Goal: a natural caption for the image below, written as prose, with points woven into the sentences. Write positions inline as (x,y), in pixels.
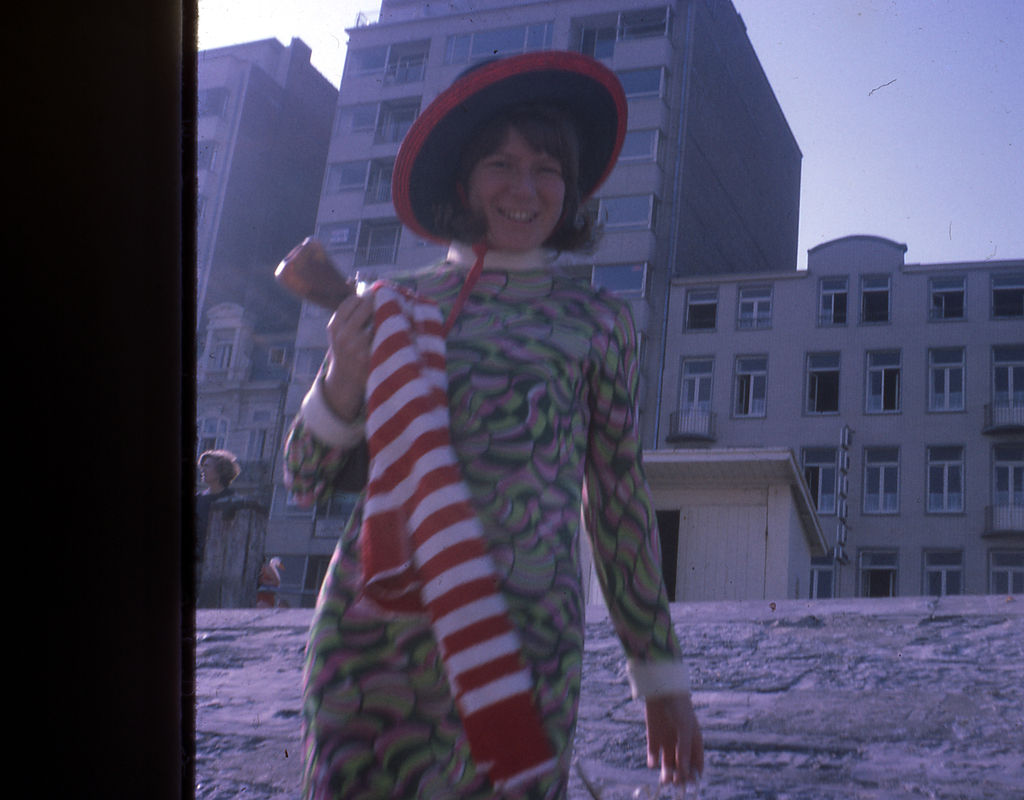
In this picture there is a woman (449,704) standing and smiling and holding a cloth (377,299) and an object (303,302), behind her we can see a person (202,478), buildings (260,263) and sky (827,158). On the left side of the image (124,392) it is dark.
